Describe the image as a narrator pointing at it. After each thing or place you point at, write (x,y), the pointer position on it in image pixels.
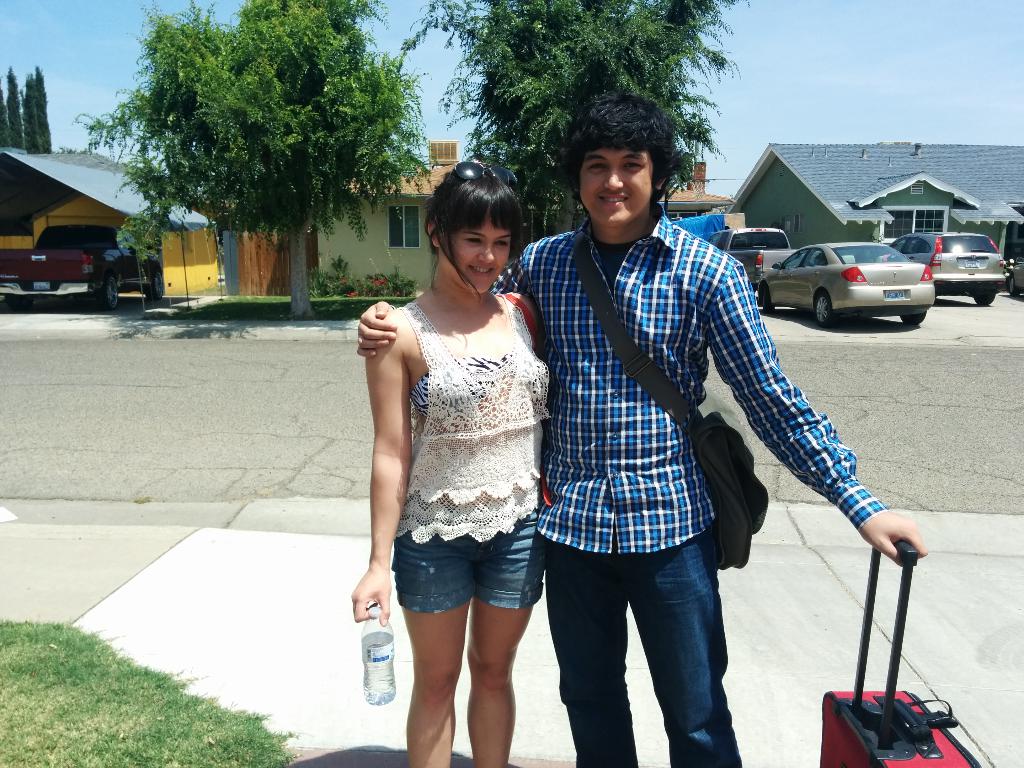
In the picture I can see a man (572,517) and a woman (516,506) are standing on the ground (536,664) and holding some objects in hands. In the background (539,226) I can see grass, houses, trees (358,182), vehicles (892,274) and the sky (409,103).
